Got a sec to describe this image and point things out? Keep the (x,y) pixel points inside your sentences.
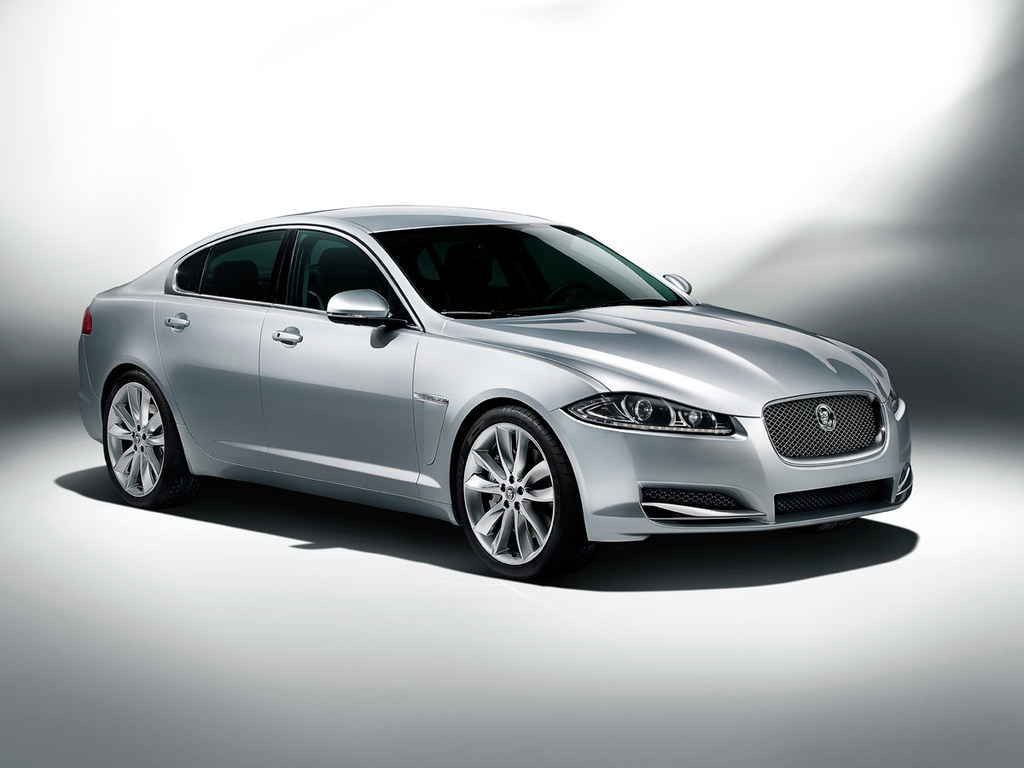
In this image, we can see a car (449,424) on the white surface (442,630).
